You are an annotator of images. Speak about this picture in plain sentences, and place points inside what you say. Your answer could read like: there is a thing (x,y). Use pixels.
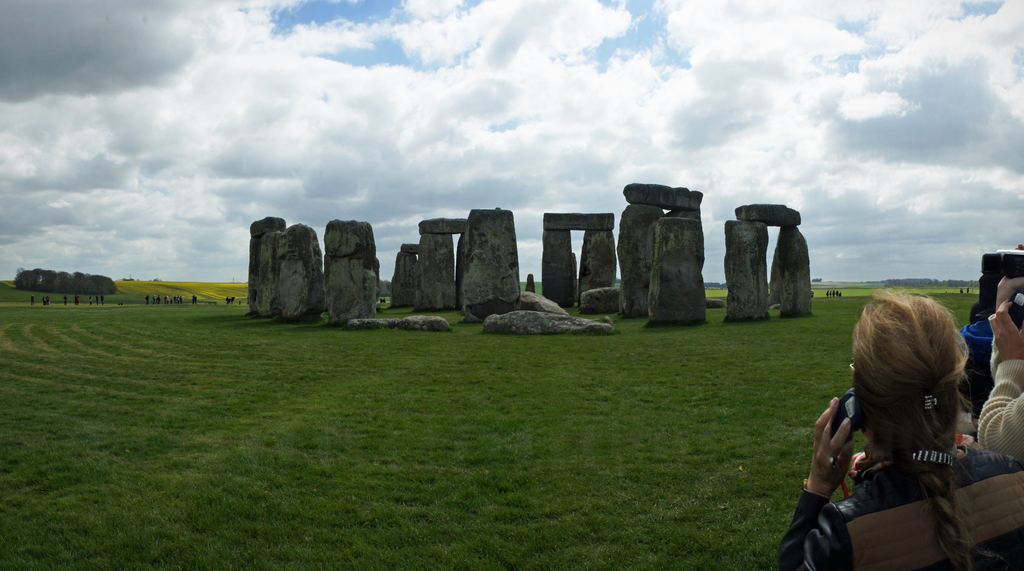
In the center of the image (661,276) there are stones (584,302). At the bottom of the image (309,431) there is grass (396,422). In the background of the image (405,173) there are clouds (443,142) and sky (475,154). To the right side of the image (872,336) there are people (868,439).
